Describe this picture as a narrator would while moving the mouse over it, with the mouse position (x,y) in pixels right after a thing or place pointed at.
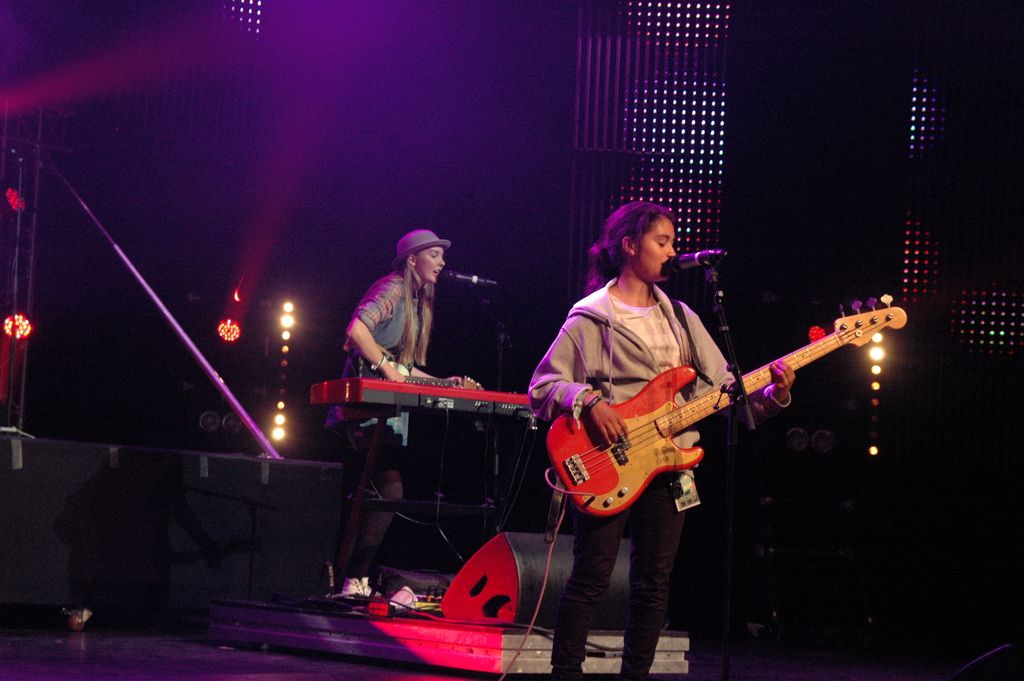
There are two persons (431,270) on a stage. They both are playing a musical instruments (510,406). We can see in background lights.
